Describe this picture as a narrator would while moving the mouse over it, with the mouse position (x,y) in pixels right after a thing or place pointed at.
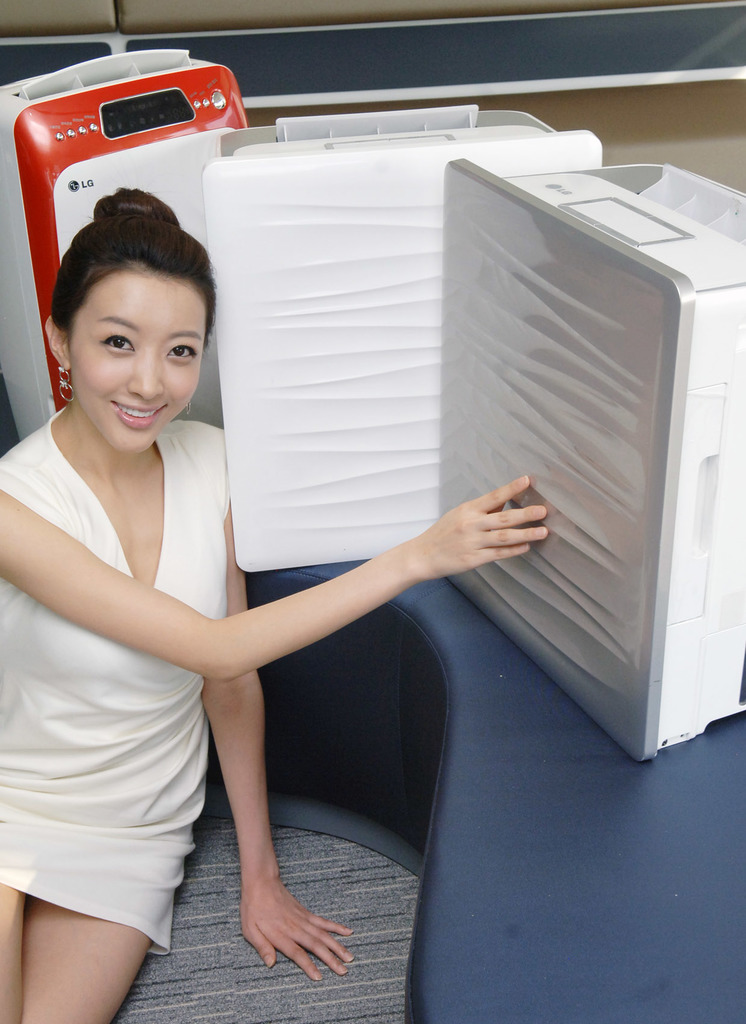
There is a lady (95,534) sitting. Near to her there is a table (575,707). On the table (512,760) there are some machines (325,235).
